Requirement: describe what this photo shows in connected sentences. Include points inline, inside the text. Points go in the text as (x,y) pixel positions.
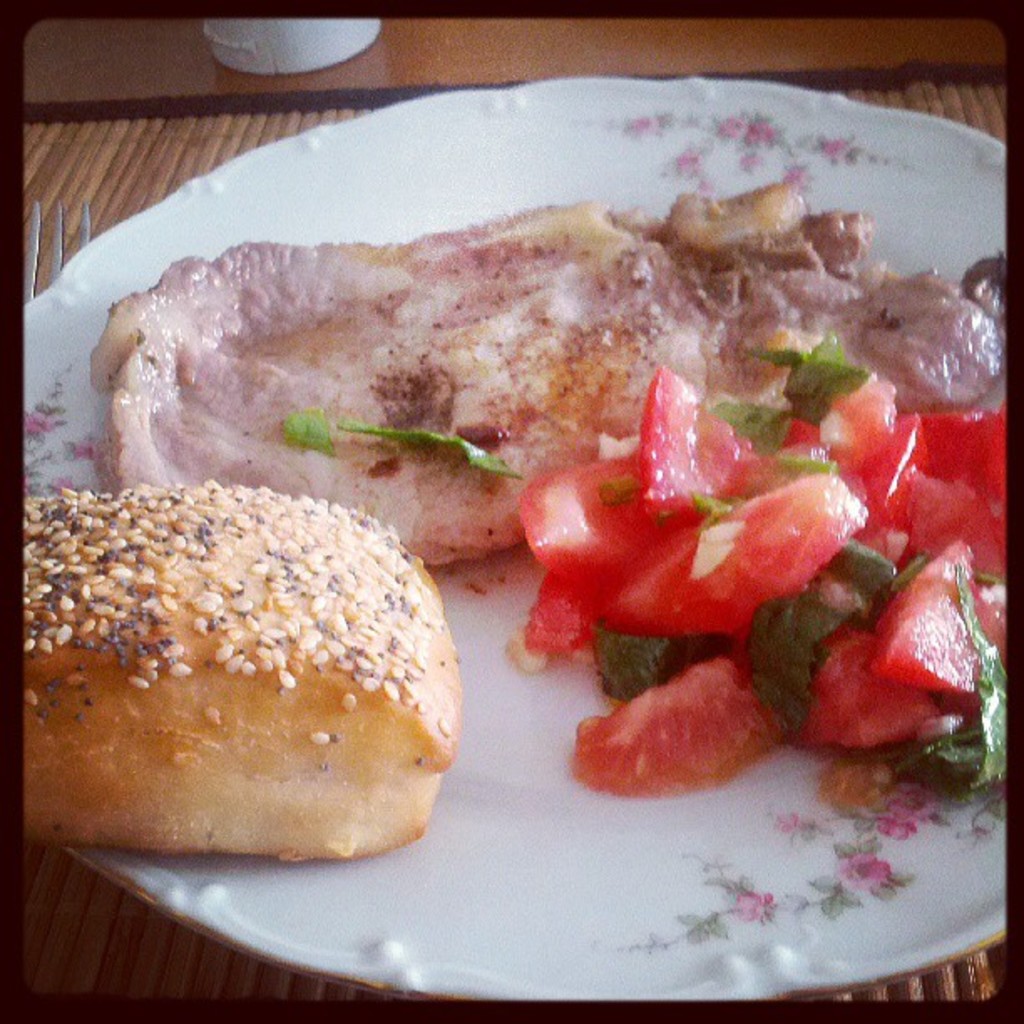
In the picture we can see some food item (308,563) which is in white color plate (971,240).
